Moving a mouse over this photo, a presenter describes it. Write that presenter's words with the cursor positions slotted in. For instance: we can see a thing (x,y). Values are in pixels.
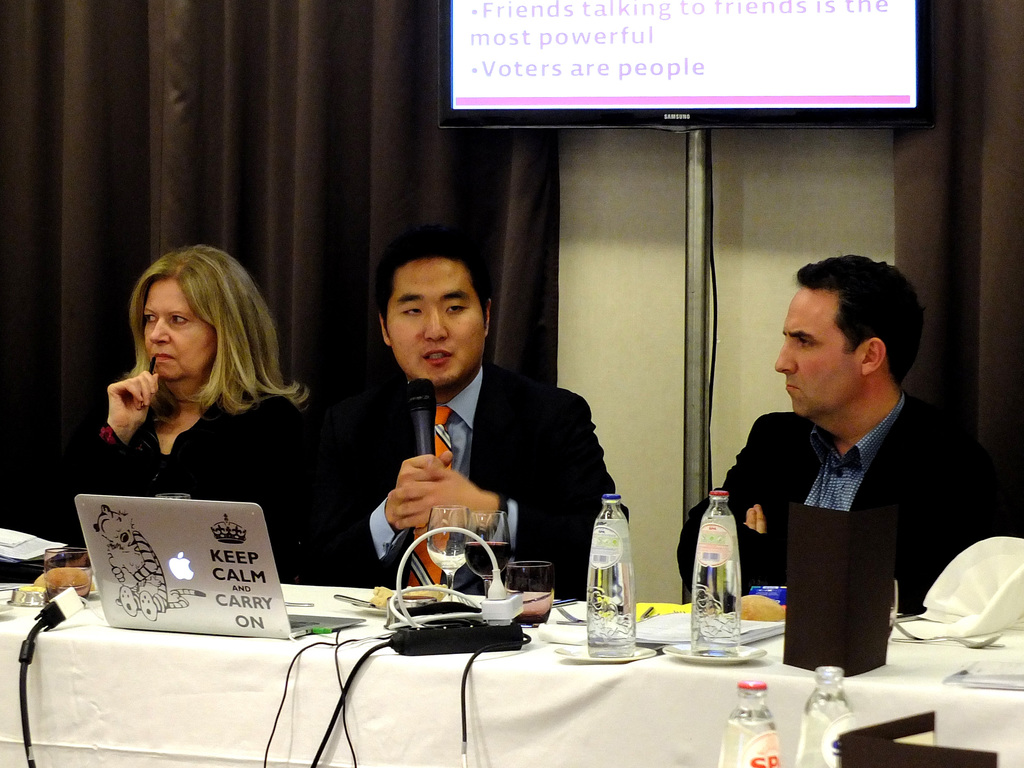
In this image there are three persons (382,463) sitting on the chairs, a person (392,425) holding a mike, and there are bottles (600,553), glasses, laptop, papers (1013,664), card (807,566), cables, plates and some objects (516,636) on the table (570,746), and in the background (717,85) there is a television (672,94) to the iron rod (691,137), wall (624,187), curtains (412,24).
